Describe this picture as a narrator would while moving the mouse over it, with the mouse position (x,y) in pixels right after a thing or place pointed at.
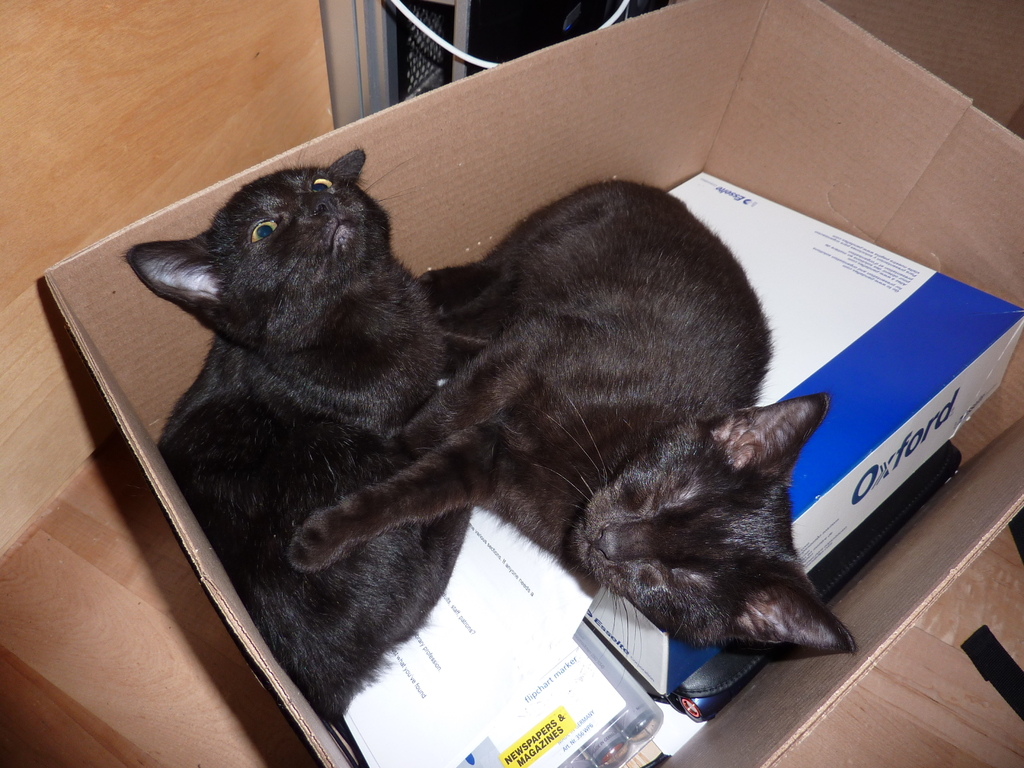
In this image in the center (448,497) there is one box (931,509), in that box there are some cats (592,476) and also there are some papers (486,694) and some objects (565,716). In the background (207,111) there is wall (313,65) and some objects (430,50).
